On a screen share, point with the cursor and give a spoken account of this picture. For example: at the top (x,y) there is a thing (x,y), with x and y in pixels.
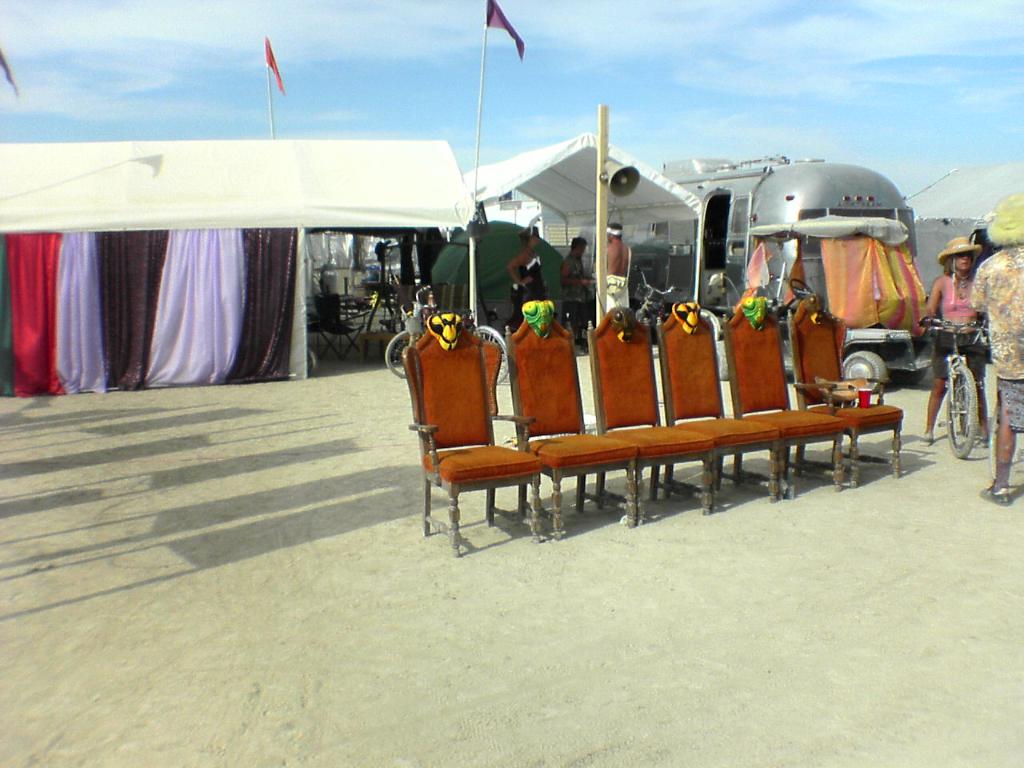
This is an outside view. Here I can see few chairs (724,432). On the left side (200,186) there is a tent (314,193), flags (480,79) and few curtains (193,333). On the right side (983,351) there are some persons (963,281) standing. On the top of the image (726,77) I can see the sky (764,72).
